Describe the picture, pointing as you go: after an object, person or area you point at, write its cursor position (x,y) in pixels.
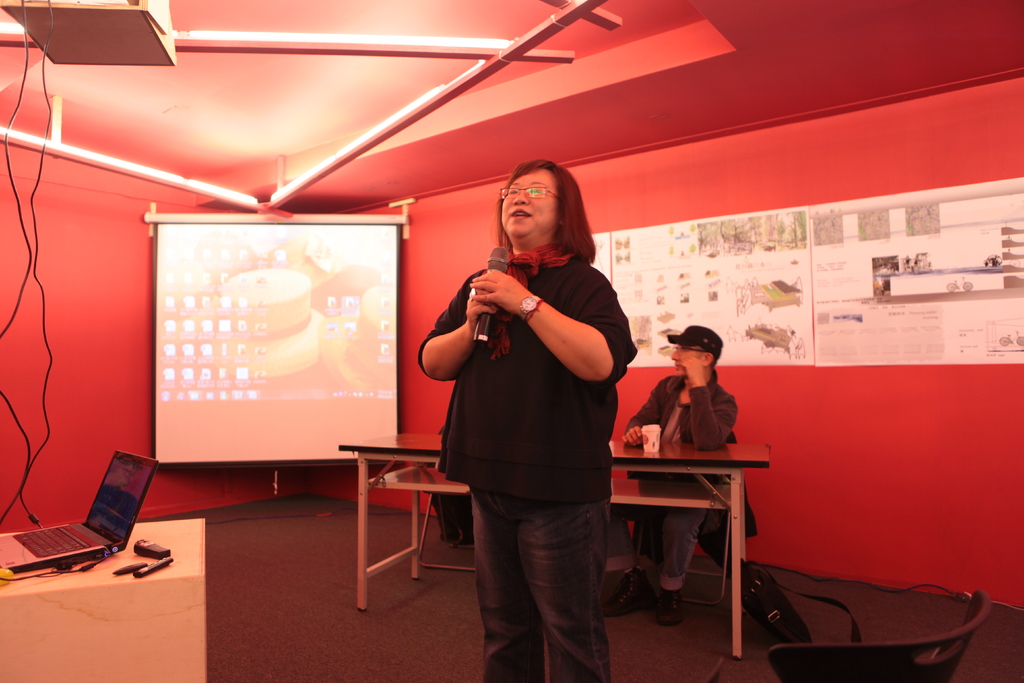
The photo is taken inside a room (779,430). In the middle (565,332) one lady (551,358) wearing black dress (520,348) is holding the mic (507,262) she is talking something. Behind her a person (706,394) is sitting on a chair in front of him there is a table (658,459). On the left (109,593) there are laptop (140,494), and remotes (147,554) on a table (156,582). In the background (181,290) there is a screen (248,436) and few posters (740,276). The wall (755,196) is red.
